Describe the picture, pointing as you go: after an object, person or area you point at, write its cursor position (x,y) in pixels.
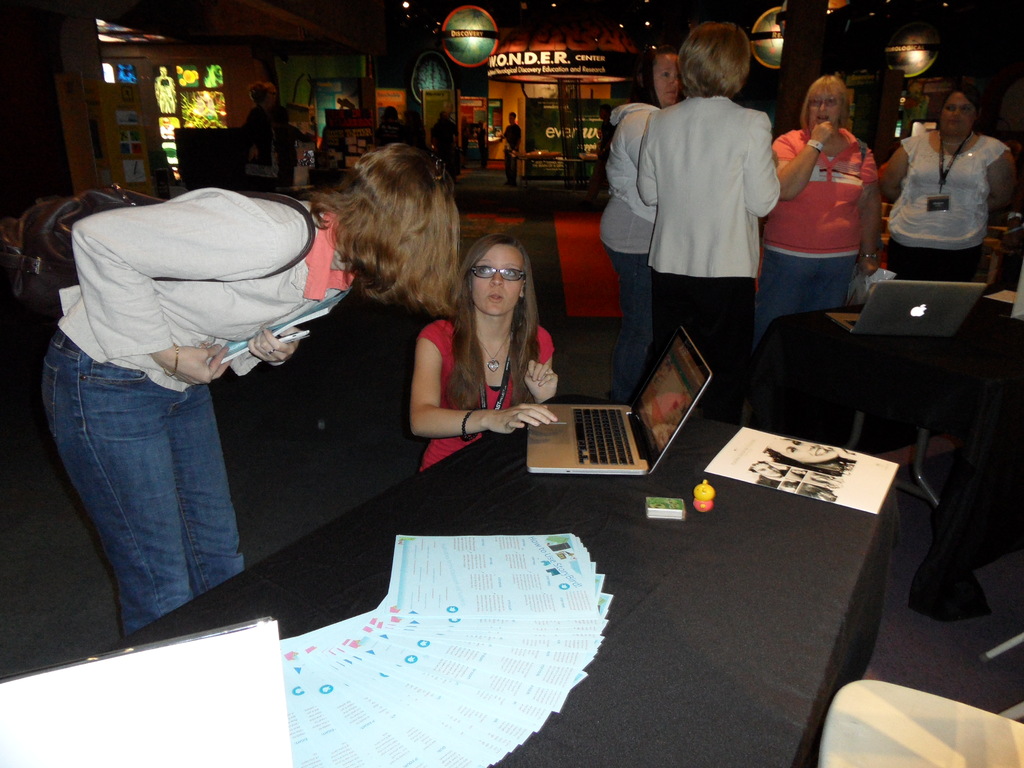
In this image, we can see many people (659,176) and there is a girl (477,390) sitting, we can see a laptop (631,456), papers (510,610) which are placed on the table (711,681) and in the background (345,81), there is building (603,43) and name boards (618,62).
